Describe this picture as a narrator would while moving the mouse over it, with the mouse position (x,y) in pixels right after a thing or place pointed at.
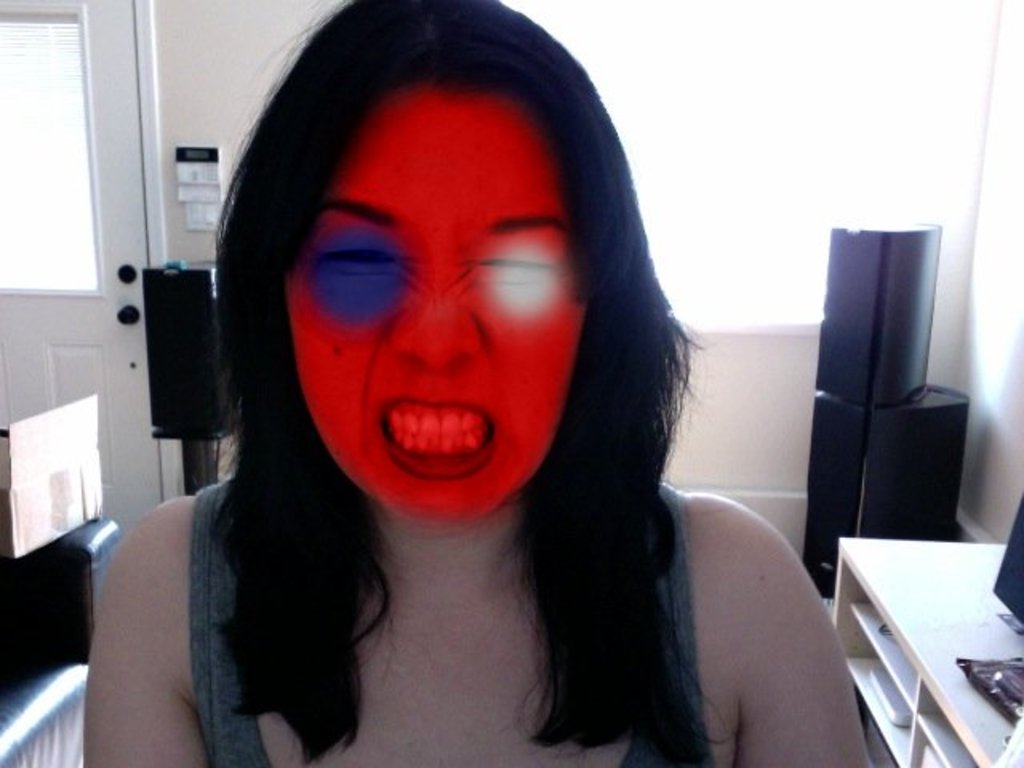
This is an image clicked inside the room (110,16). Here I can see a woman (361,628) looking at the picture. In the background (167,377) I can see a wall (175,107), speakers (156,370). On the right side of the image (944,627) there is a table (932,631), on that a monitor (1013,571) is placed.
